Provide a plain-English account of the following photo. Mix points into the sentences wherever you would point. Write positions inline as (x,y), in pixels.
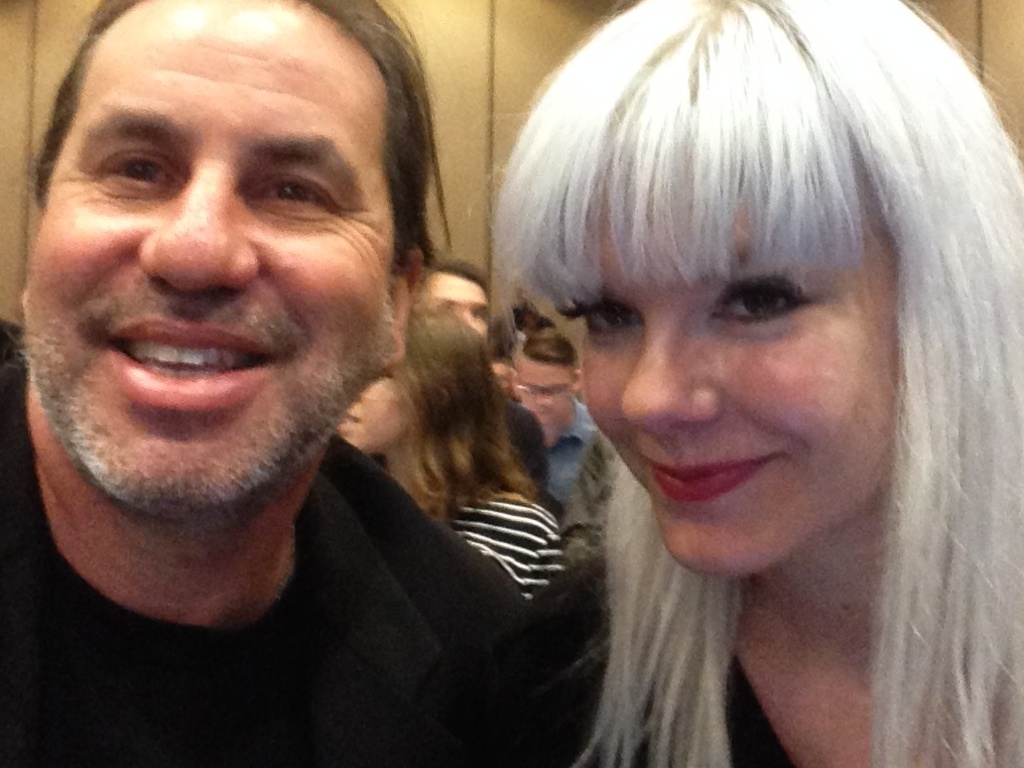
This image consists of many persons (638,561). In the front (638,561), there are two persons (482,685) are wearing black dresses (560,666). On the right (711,303), the woman (775,291) is having white hair (968,654). In the background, there is a wall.
